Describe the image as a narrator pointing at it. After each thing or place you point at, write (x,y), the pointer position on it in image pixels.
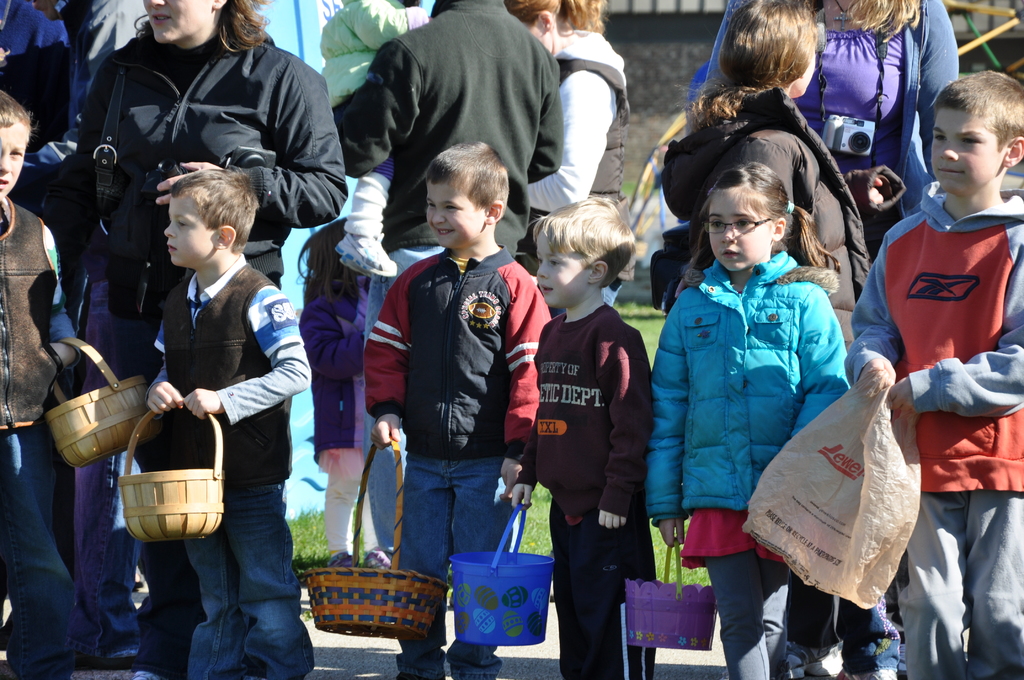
In this picture I can see people (388,279) and kids (495,285) are standing on the ground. These kids (629,460) are holding baskets (498,573) and bag (890,532) in their hands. In the background (544,534) I can see grass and other objects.
